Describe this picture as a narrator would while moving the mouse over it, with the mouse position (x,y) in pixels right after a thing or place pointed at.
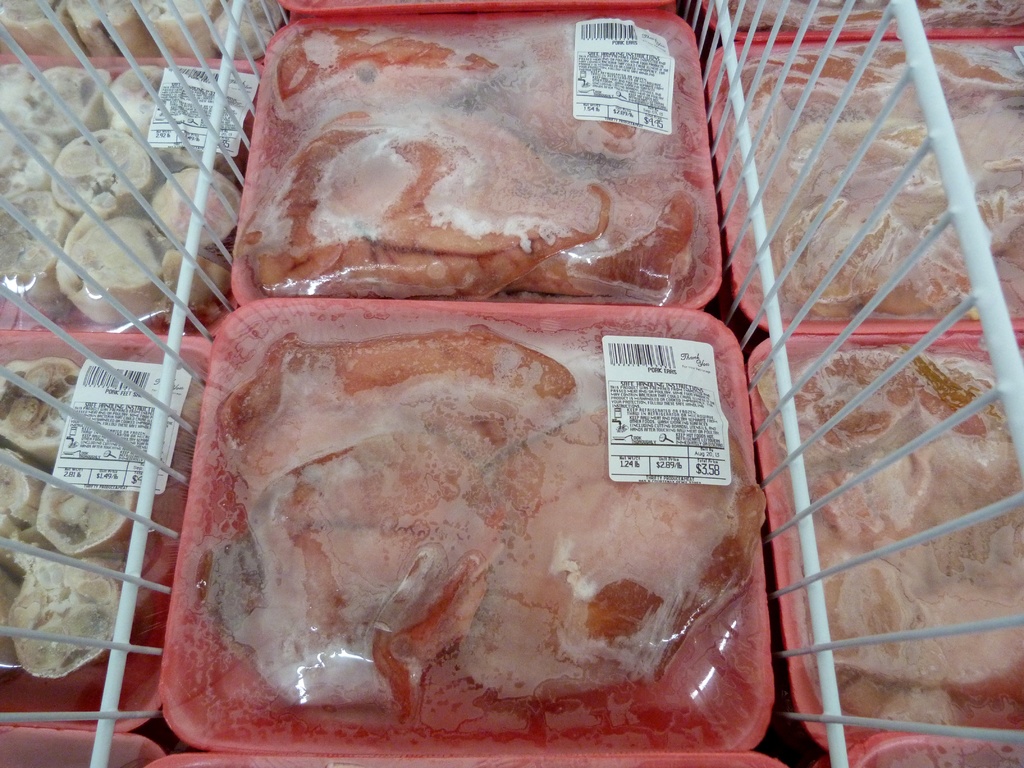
In this image we can see some plates (868,764) containing meat (498,661) placed on the surface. We can also see the metal grills (953,529).
